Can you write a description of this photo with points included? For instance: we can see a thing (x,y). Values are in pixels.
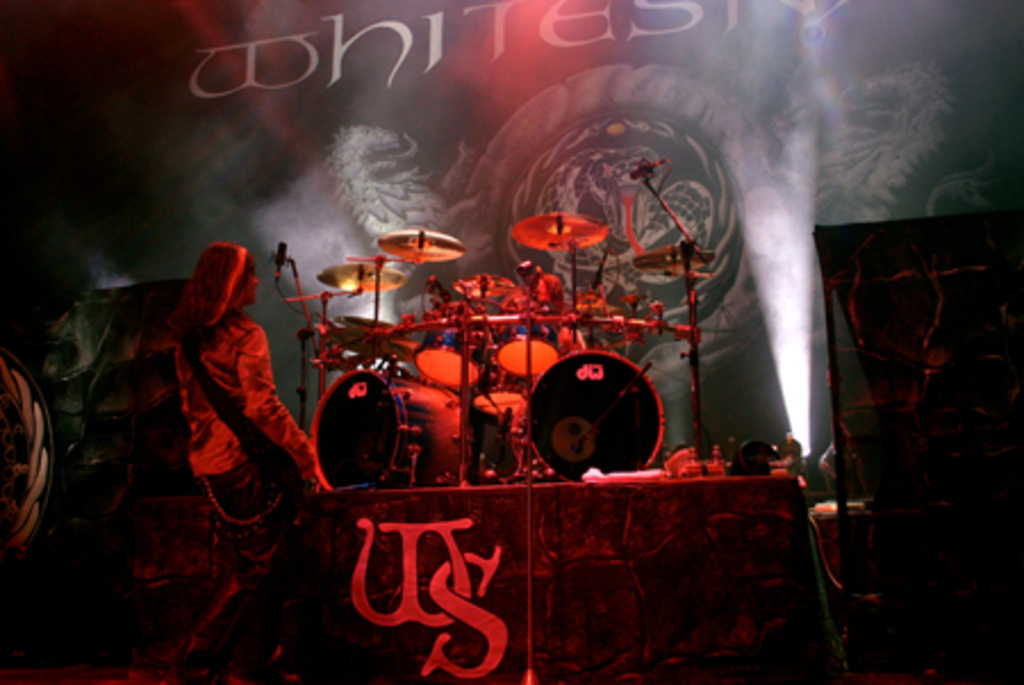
In the image we can see a person (240,403) standing, wearing clothes (215,435) and the person (256,402) is facing back. Here we can see musical instruments (486,348), lights (776,344), microphones (650,178), a poster (399,182) and text (359,82) on the poster (299,57).
